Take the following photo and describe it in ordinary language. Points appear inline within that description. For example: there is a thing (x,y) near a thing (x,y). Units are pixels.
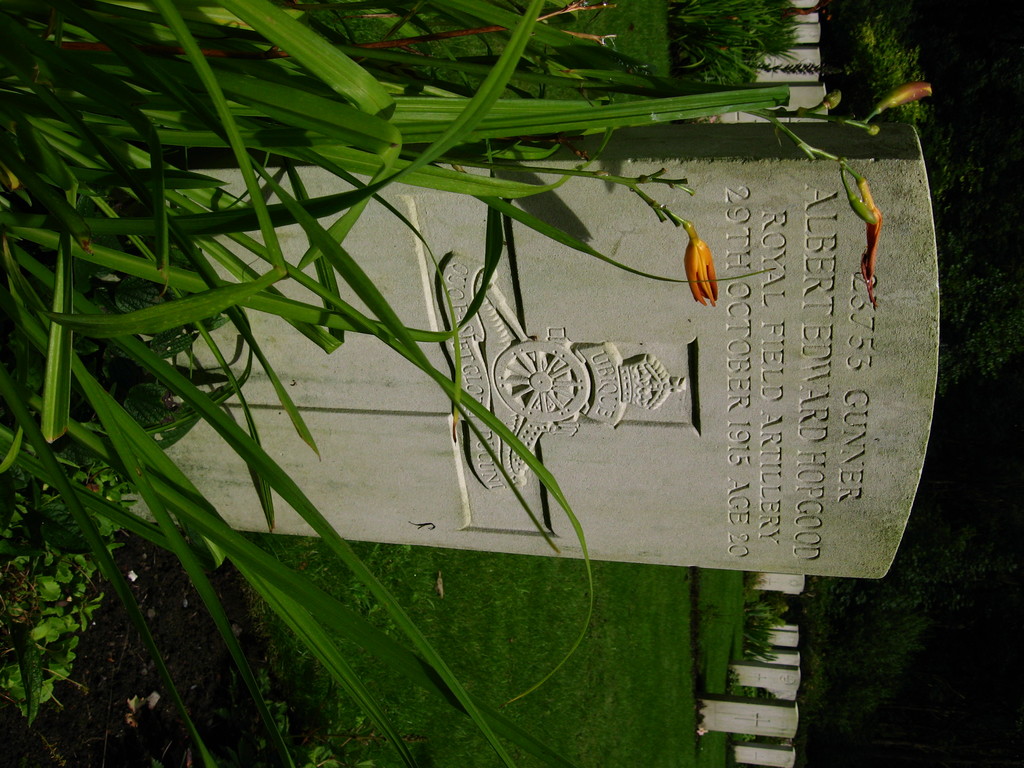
There is a grave (344,394), near plants (278,59), some of them which are having flowers (867,205). In the background (677,648), there are graves (769,707), on the ground (699,655), on which, there is a grass (655,704) and there are plants (893,60). The background (941,665) is dark in color.
